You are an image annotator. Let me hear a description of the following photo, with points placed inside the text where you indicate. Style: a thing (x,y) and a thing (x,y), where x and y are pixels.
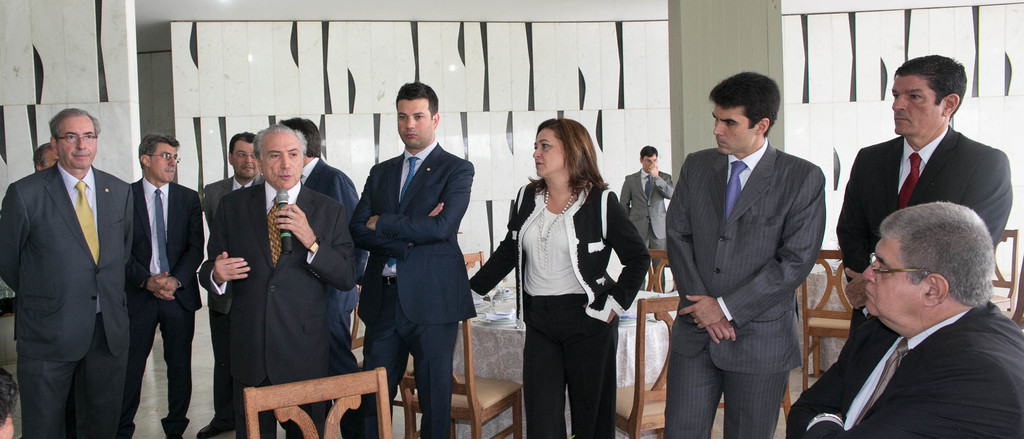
In the center of the image (343,243) there is a person (288,135) standing talking in a mic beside him there are people (746,145) standing. There are chairs (357,385). In the background of the image (207,31) there is wall (301,31).
